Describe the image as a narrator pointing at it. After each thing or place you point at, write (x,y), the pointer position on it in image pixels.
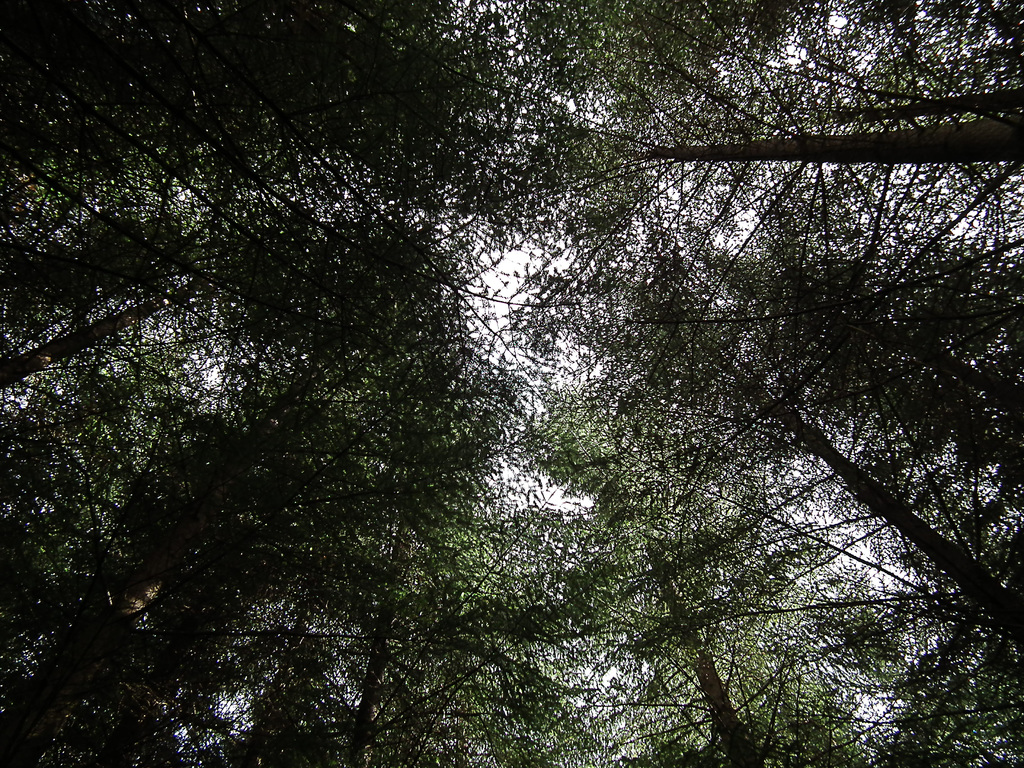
In this image I can see the trees (481,398). At the top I can see the sky (797,545).
